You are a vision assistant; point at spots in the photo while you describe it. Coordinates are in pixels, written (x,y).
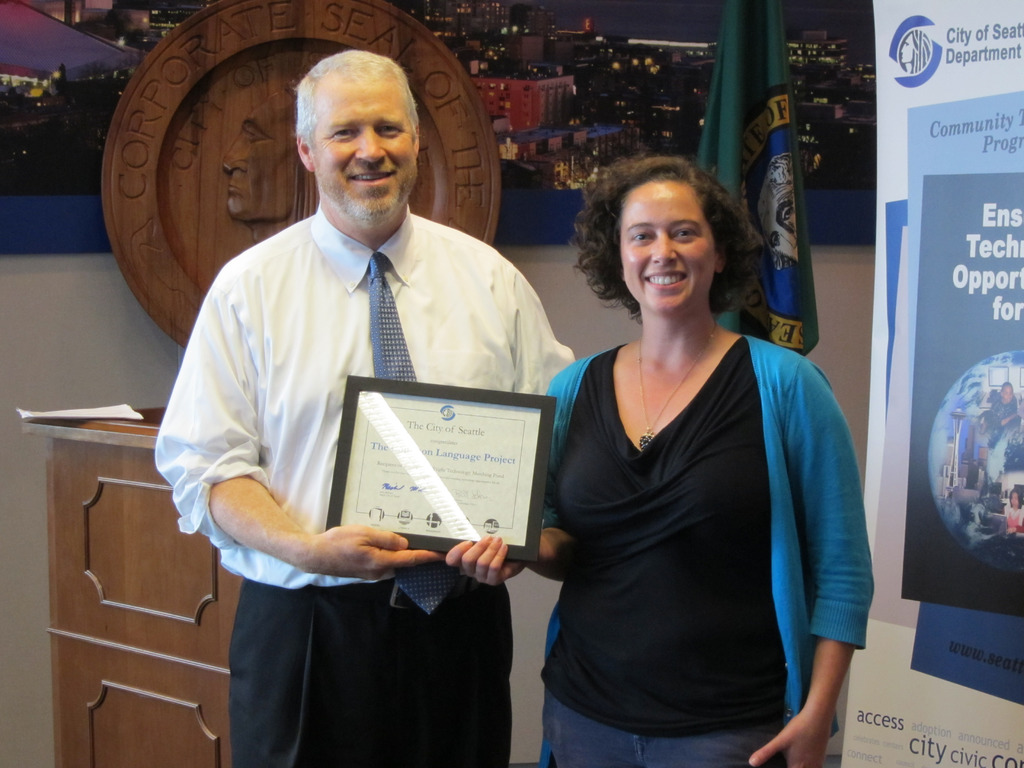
In the foreground of the picture (784,460) I can see two persons (270,645) and there is a smile on their faces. There is a woman (671,528) on the right side (813,570) and she is holding the memento shield (514,485). I can see a man (511,351) on the left side (262,493) is wearing a white color shirt (280,409) and tie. I can see the banner (884,253) on the right side (910,399). It is looking like a wooden podium (96,493) on the left side (118,407) and there are papers (106,410) on the wooden podium (109,445). In the background (505,32), I can see the hoarding board (621,68) on the wall (113,395). There is a flag (731,116) on the right side (784,178) and I can see a wooden logo (258,138) on the left side (258,202).
